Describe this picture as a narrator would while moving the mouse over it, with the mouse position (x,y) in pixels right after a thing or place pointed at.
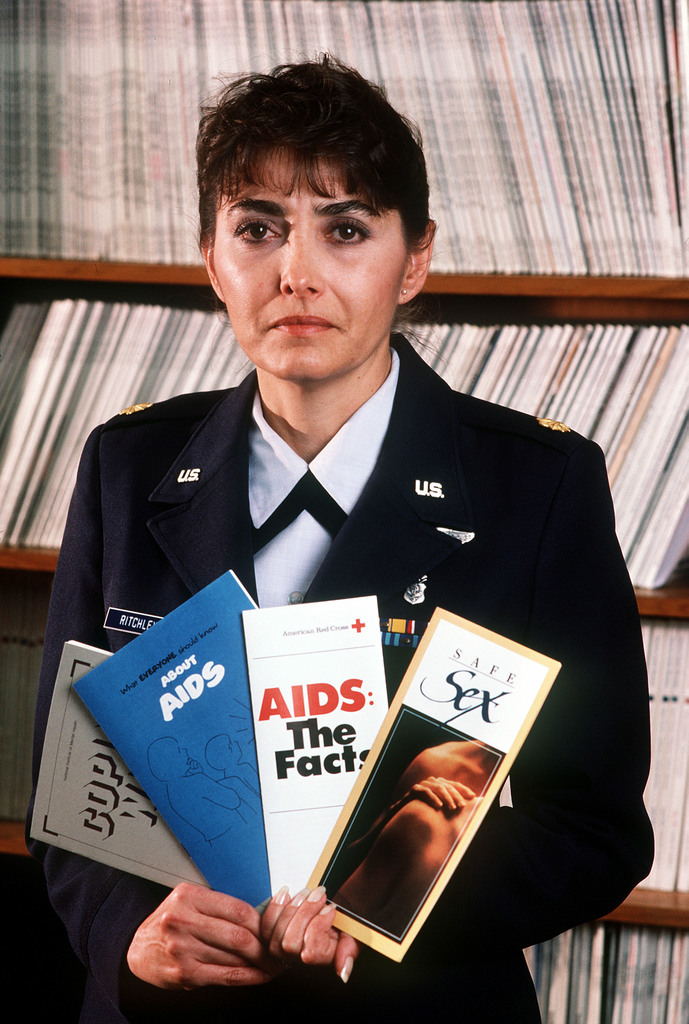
In the center of the image (441,438) we can see a woman (281,600) holding different books (288,722). In the background (131,69) we can see many books (513,171) in the rack (627,924).
